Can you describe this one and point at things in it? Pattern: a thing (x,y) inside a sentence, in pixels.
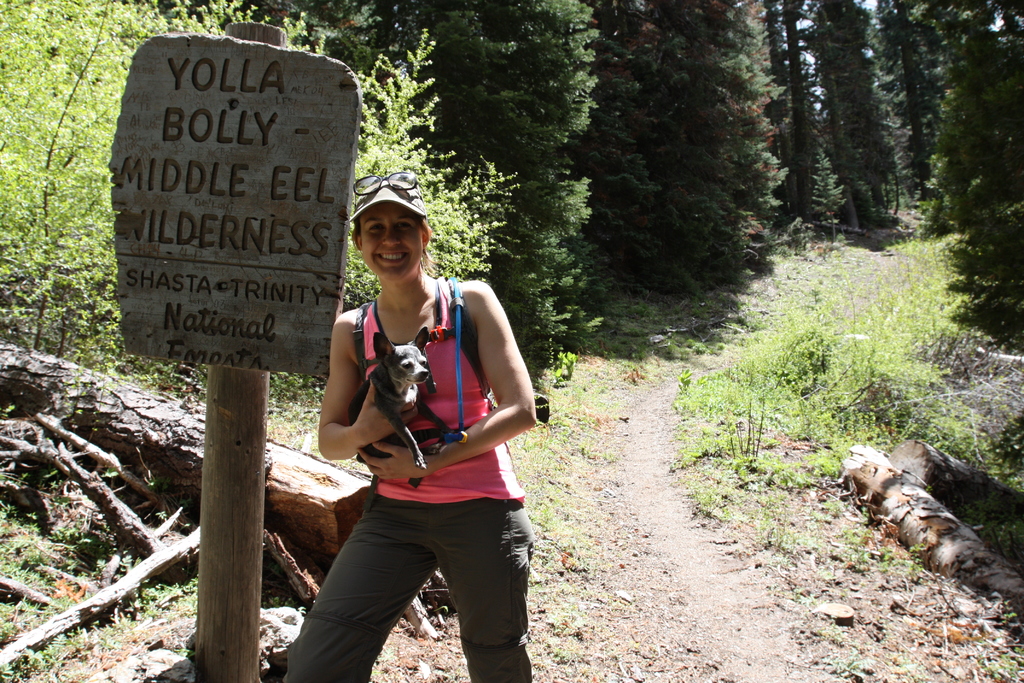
In this picture I can see a woman (478,556) standing and smiling by holding a dog (406,431), this is looking like a board (230,208) to the pole (265,430), and in the background (759,424) there are plants (900,312) and trees (761,258).
